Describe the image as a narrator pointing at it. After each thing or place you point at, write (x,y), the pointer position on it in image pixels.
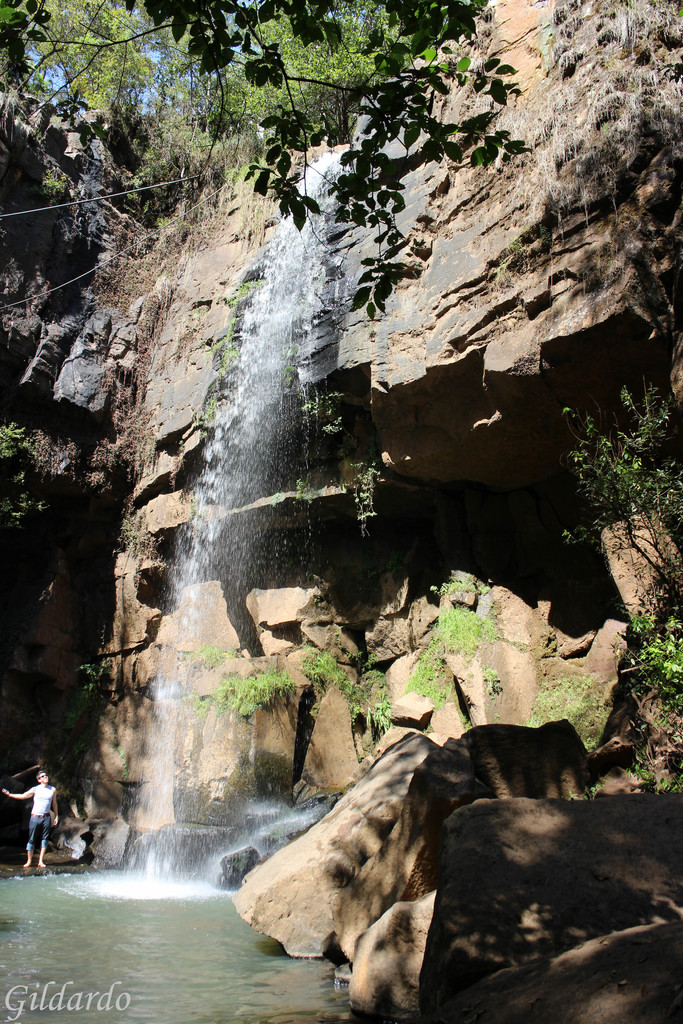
In this image I can see the water (115,959), few huge rocks (396,937) which are brown and black in color, some grass (232,697) on the rocks (215,639), a person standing on the ground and few trees (215,132) which are green in color. In the background (337,18) I can see the sky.
